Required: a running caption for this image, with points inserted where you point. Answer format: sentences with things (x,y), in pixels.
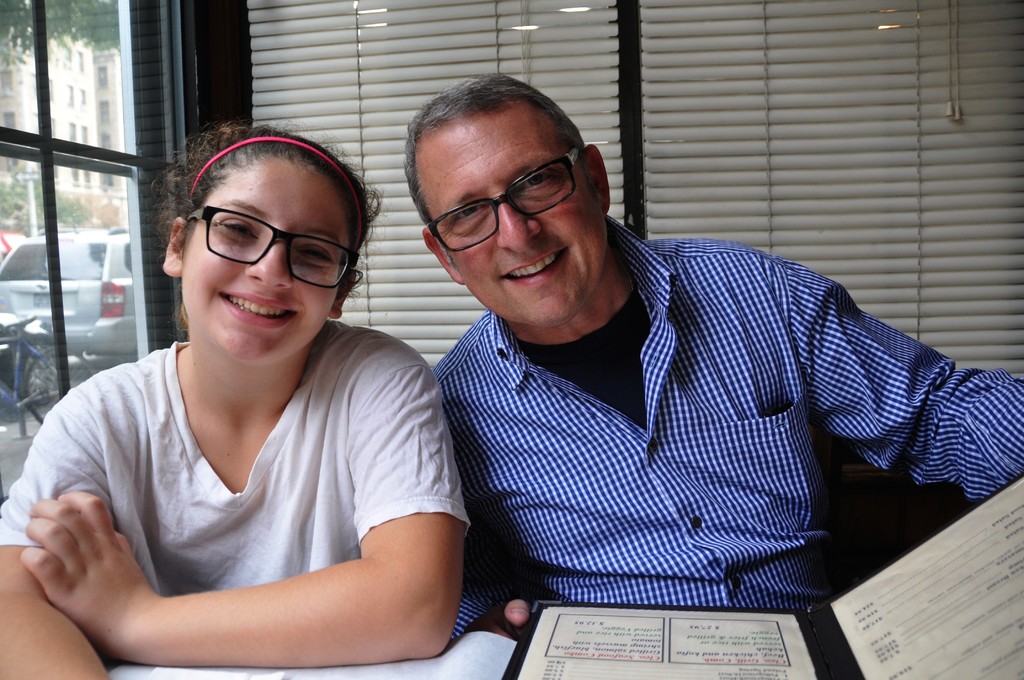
In the picture we can see a man (606,560) and a woman (149,560) sitting near the table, and they are smiling and the woman (216,247) is in white T-shirt (165,560) and man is in shirt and on the table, we can see a menu card (914,560) and beside them, we can see a window (27,145) with glass (19,21), from it we can see a vehicle (26,285), some plants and a part of the building (111,78).
